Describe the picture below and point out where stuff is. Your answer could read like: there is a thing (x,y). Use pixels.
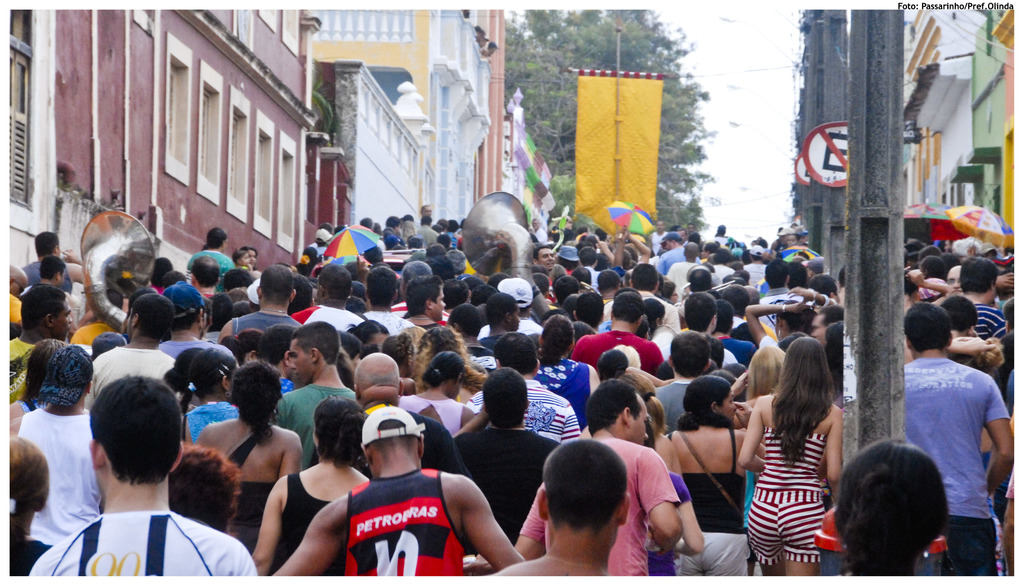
This image is taken outdoors. At the bottom of the image (148,412) many people (200,321) are walking on the road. A few are holding umbrellas (637,210) in their hands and a few are holding musical instruments (106,238) in their hands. On the left (191,134) and right sides of the image there are a few buildings (250,164) with walls (250,164), windows (280,147) and roofs (934,115). There are a few signboards (831,173), poles (873,142) and trees (583,54).
